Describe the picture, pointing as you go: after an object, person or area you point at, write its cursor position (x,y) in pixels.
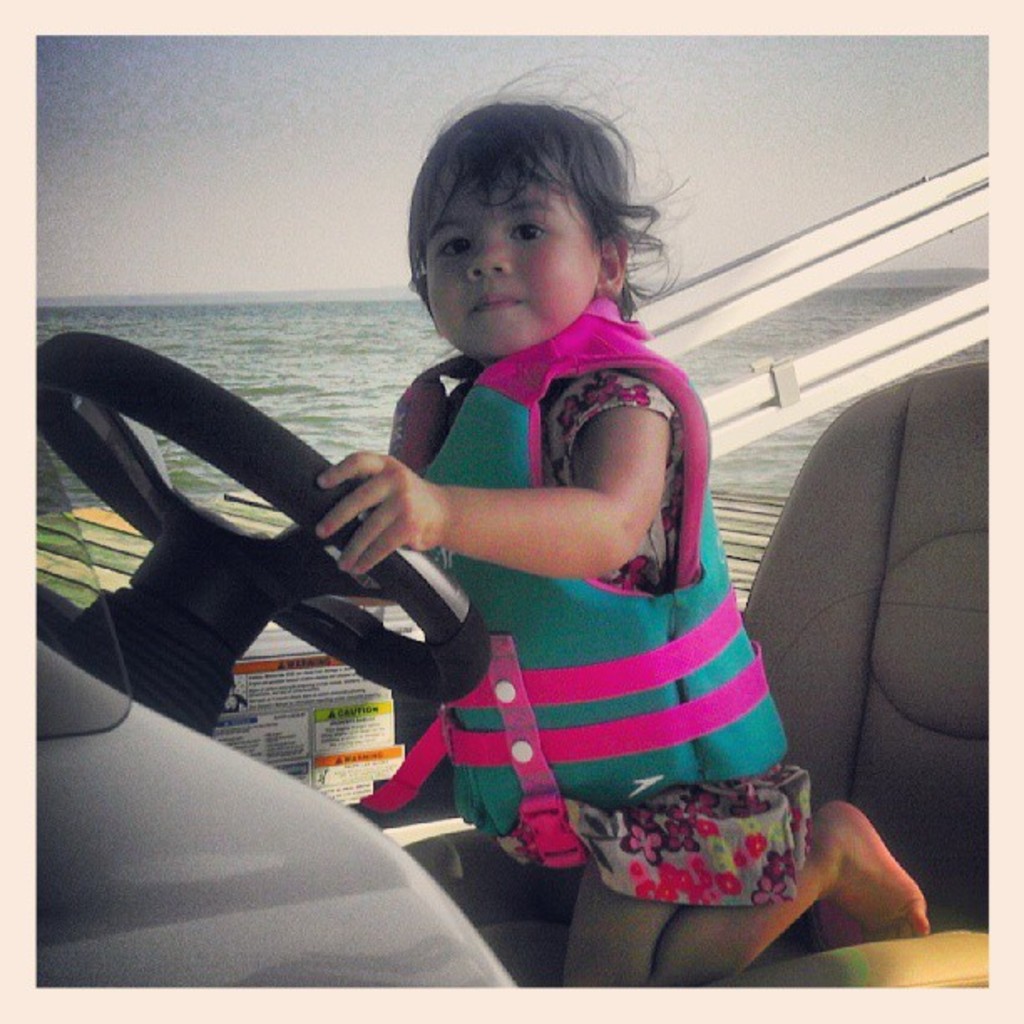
In the center of the image (525,348) we can see girl (516,527) sitting on the chair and holding steering (79,358). In the background (755,347) we can see water (755,347) and sky (386,129).
